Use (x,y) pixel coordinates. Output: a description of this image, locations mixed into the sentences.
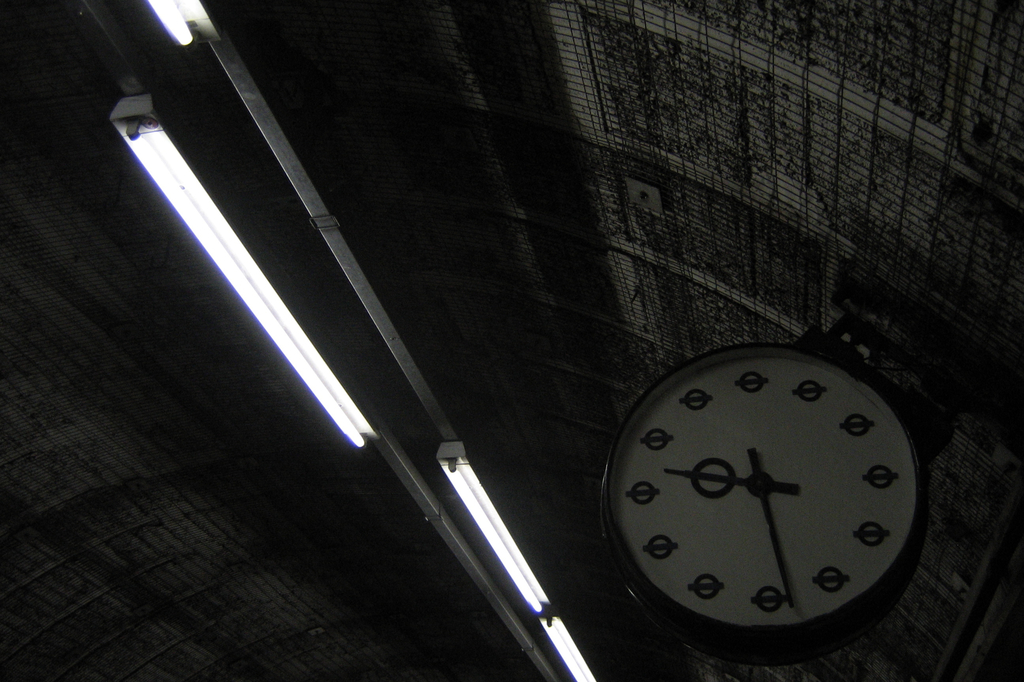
In this image we can see a clock (815,586) attached to the wall (946,337) and there are few lights (150,107) attached to the ceiling (496,489) and it looks like a black and white image.
